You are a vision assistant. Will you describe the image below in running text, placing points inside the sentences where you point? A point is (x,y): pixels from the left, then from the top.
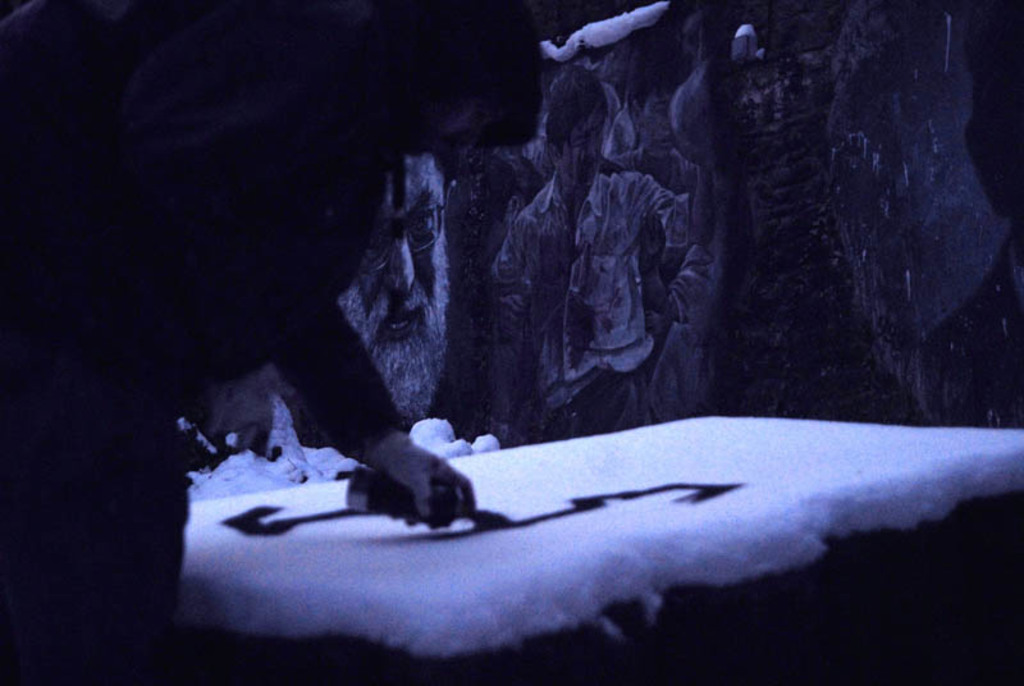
There is a person (437,76) holding an object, it seems like painting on the snow (741,477) in the foreground area of the image (470,113), there are sketches (664,167) in the background (610,168).
